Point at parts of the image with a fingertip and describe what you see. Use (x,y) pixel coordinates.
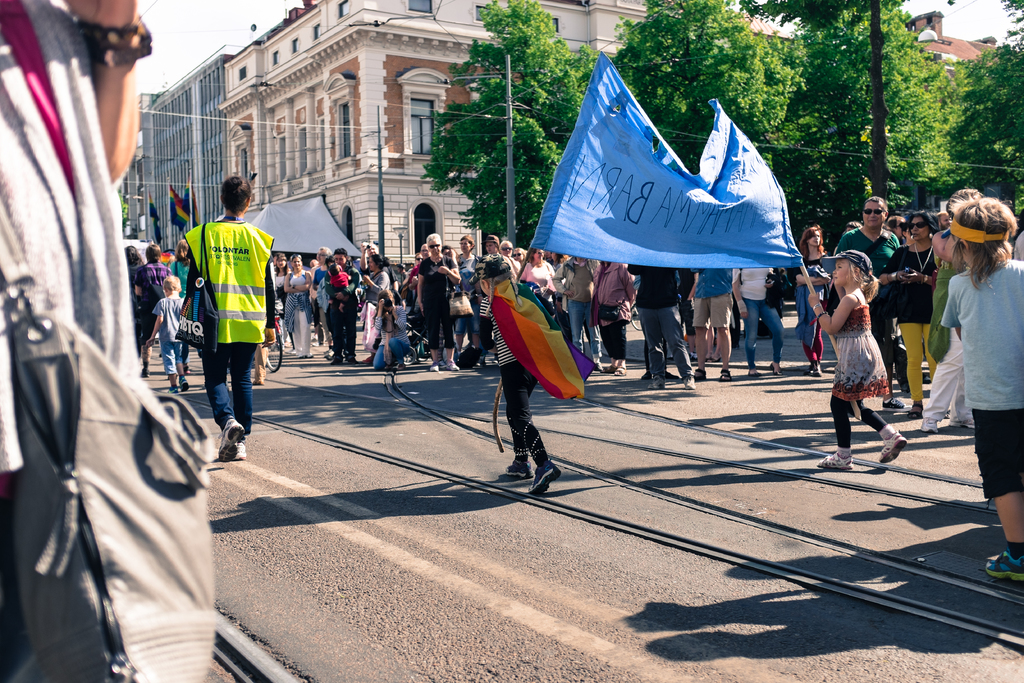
In this picture there are two kids (833,388) standing holding a stick (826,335) which has a blue color banner (624,216) attached to it and there are few persons (555,303) standing around them and there are trees (522,159) and buildings (407,96) in the background (338,95).
